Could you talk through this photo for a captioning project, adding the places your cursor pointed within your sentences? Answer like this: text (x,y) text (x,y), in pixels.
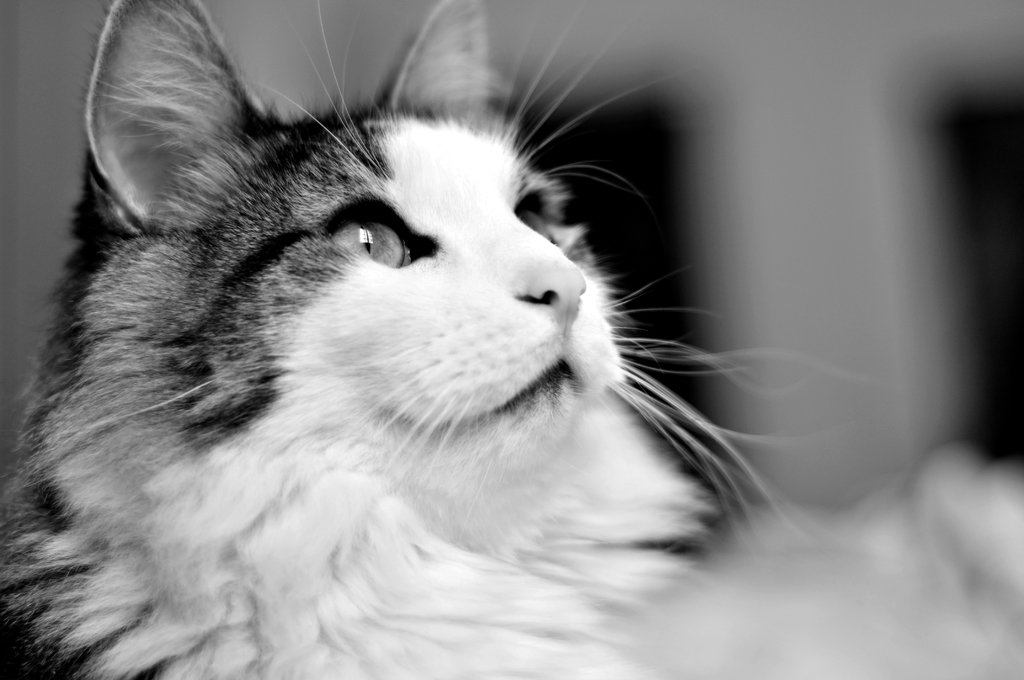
This is a black and white image. In the center of the image (584,286) there is a cat (298,195). The background of the image (728,33) is blur.
